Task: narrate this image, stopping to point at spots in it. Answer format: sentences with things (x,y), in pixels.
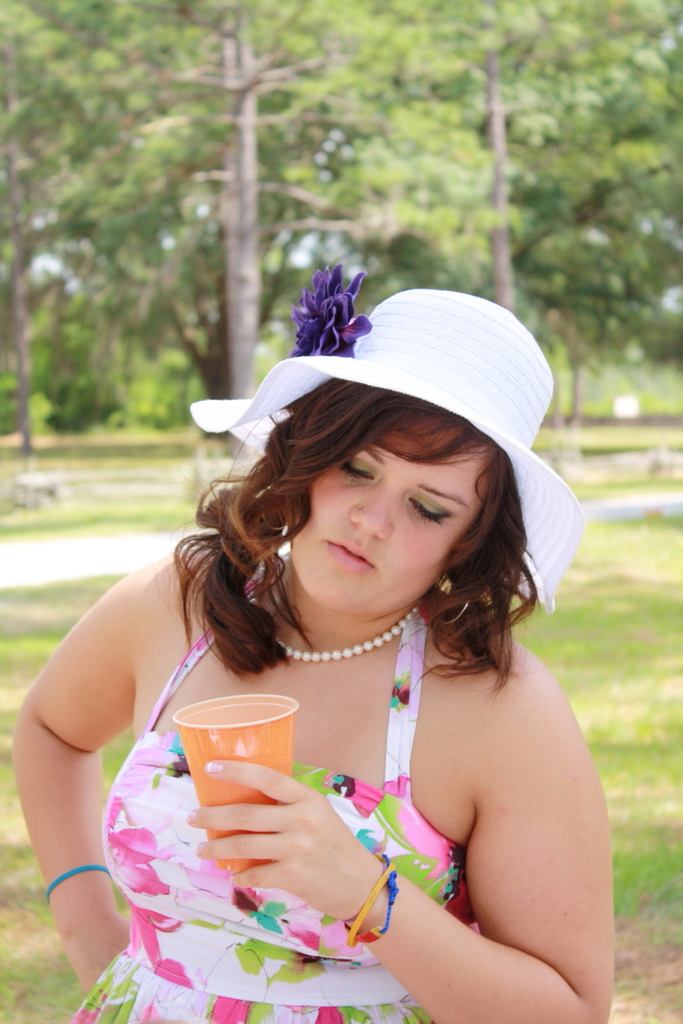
In front of the picture, we see a woman (205,548) in the white, pink and green dress (236,893) is standing. She is wearing a white hat (463,395) and she is holding an orange cup (278,748) in her hand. She might be posing for the photo. At the bottom (676,918), we see the grass (648,657). In the background (203,178), we see the trees (580,247). This picture is blurred in the background (637,284).
